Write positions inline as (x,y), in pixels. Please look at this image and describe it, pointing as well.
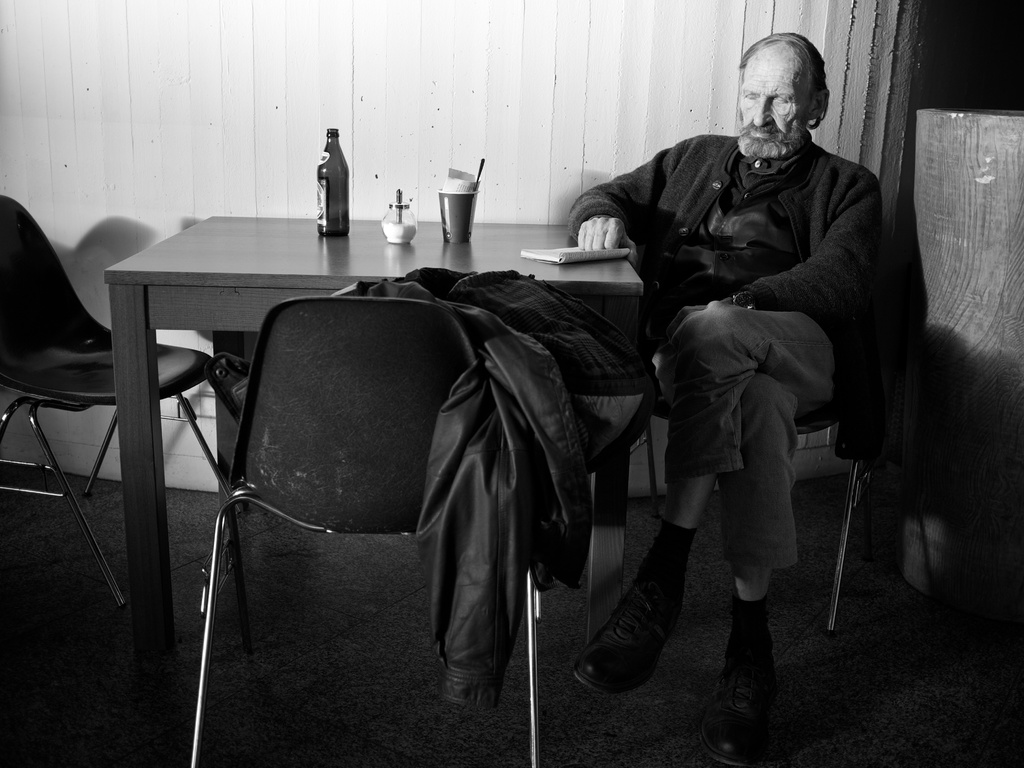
This is a black and white image in this image in the center (395,257) is one table (624,489) and chairs (648,459), on the chair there is one person (761,269) who is sitting and on the chair (348,334) there is one jacket (502,344) and on the table (316,226) there is one bottle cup (450,215) and book (556,256). In the background (553,49) there is a wall (319,130), at the bottom (235,601) there is a floor (540,651).
